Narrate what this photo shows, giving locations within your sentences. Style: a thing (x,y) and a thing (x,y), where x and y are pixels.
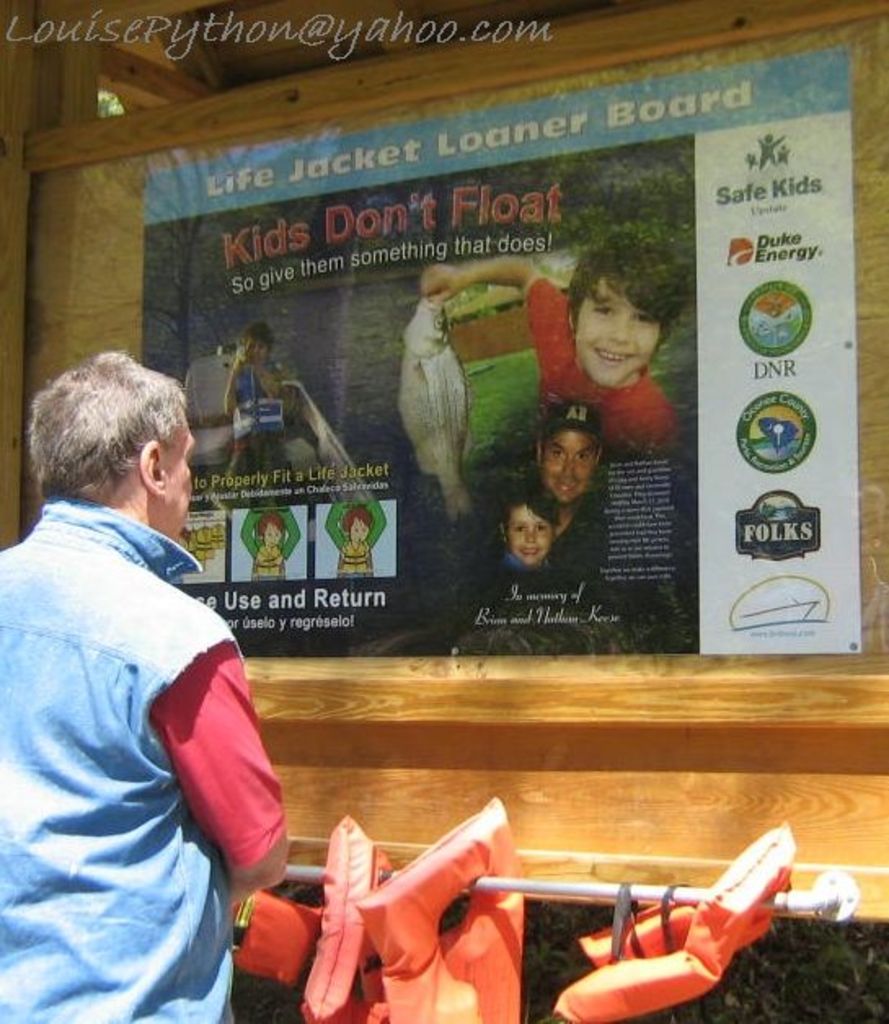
In this image I see a person (111,505) over here who is standing and I see the orange color things (347,892) on this rod (558,890). In the background (490,370) I see the poster (332,456) over here on which something is written and I see the logos (777,313) and I see pictures (566,411) of few persons (557,329) and I see that this child (438,293) is holding a fish (439,357) and I see the watermark (464,41) over here.
